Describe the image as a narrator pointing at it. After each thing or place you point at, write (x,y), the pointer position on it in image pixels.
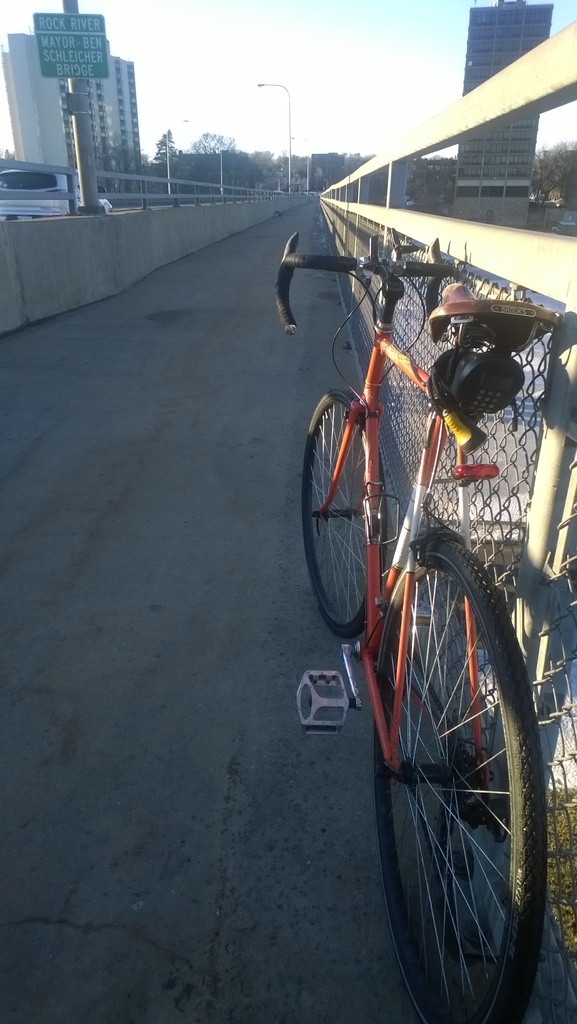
In this image, we can see a bridge (246,194) in between buildings (130,123). There is a cycle (374,555) on the bridge (319,646). There is a board (77,31) in the top left of the image (66,41). There is a sky (244,35) at the top of the image (291,91).
